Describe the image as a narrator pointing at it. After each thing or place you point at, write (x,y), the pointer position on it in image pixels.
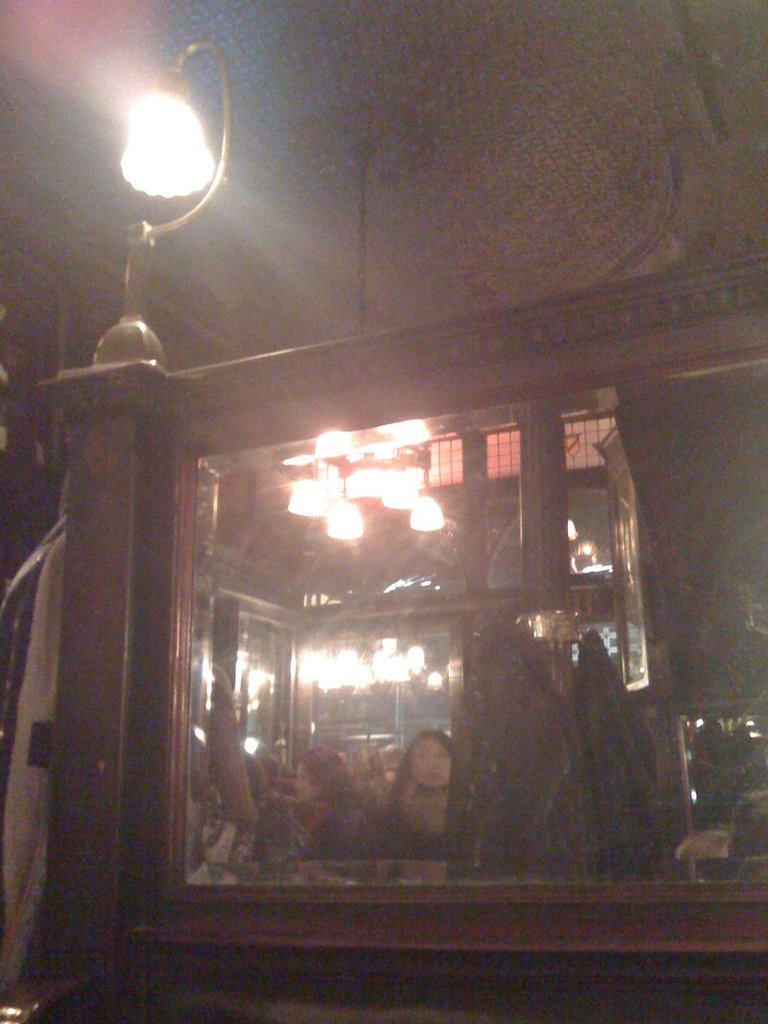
In this picture we can see one light (188,173) and mirror (398,729) to the wall (560,896).
